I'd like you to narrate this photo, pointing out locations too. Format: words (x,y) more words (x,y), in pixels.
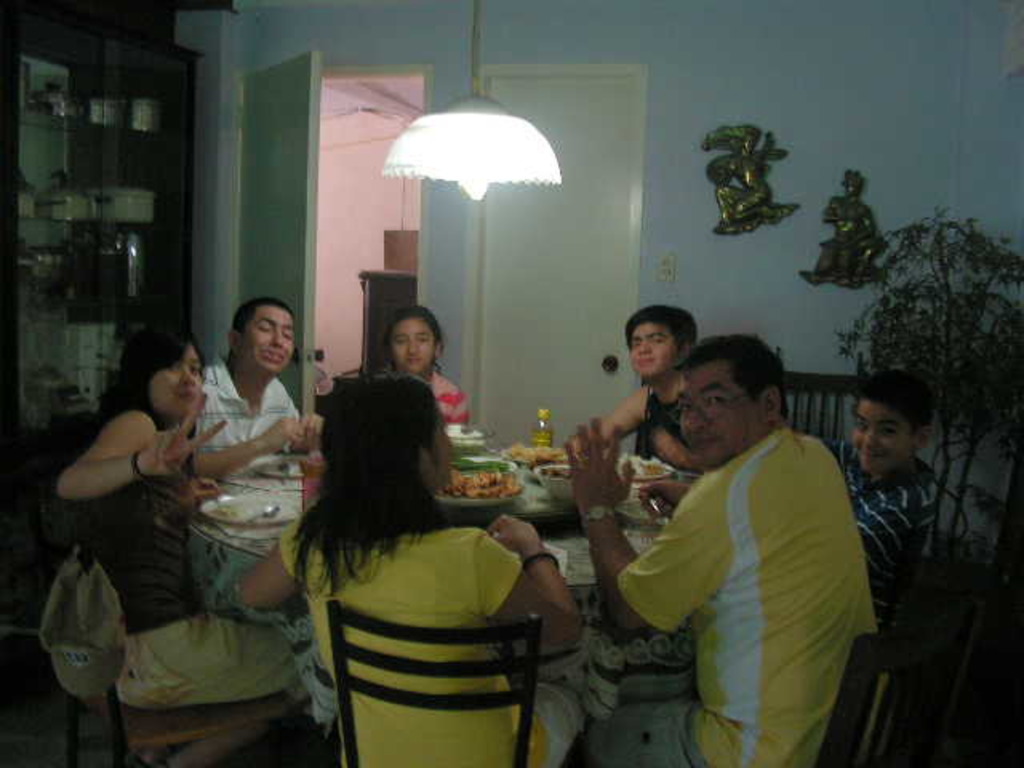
This picture is taken in a living room (913,569). In the center of the picture (617,415) there are people (880,449) seated around the dining table (231,479), on the table (225,536) there are plate (278,495), bowls (540,478), water bottles (541,427) and food items (495,482). On the right (967,337) there is a plant (954,307). In the background (908,181) on the wall (838,133) there are sculpture (842,260) and doors (566,276). On the left (50,258) there is a closet (97,235), in the closet (94,184) there are utensils (111,208). In the center of the picture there is a chandelier (419,134).
